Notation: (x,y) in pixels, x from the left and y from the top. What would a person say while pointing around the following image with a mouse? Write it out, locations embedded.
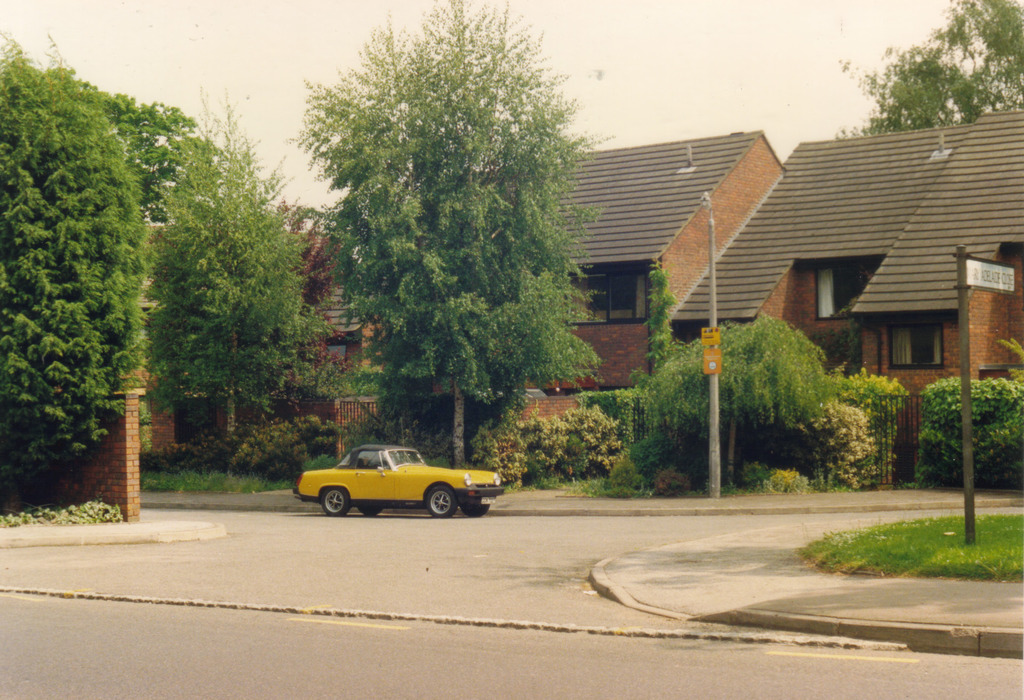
In this image we can see a car (399,499) on the road (600,525). Here we can see grass (899,542), plants (523,467), poles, boards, fence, wall (138,409), trees (500,359), and houses (944,311). In the background (662,74) there is sky (109,29).
